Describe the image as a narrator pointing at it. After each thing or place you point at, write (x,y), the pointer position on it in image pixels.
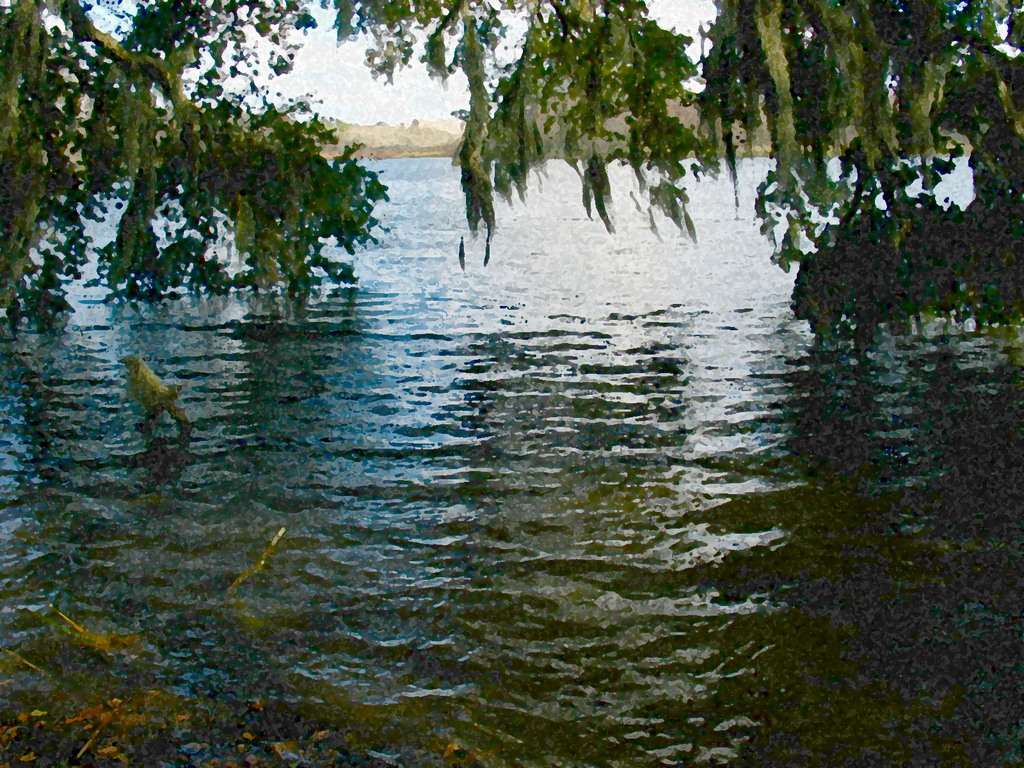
In this image, we can see a bird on the water (575,424) and in the background (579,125), there are trees (289,175).
